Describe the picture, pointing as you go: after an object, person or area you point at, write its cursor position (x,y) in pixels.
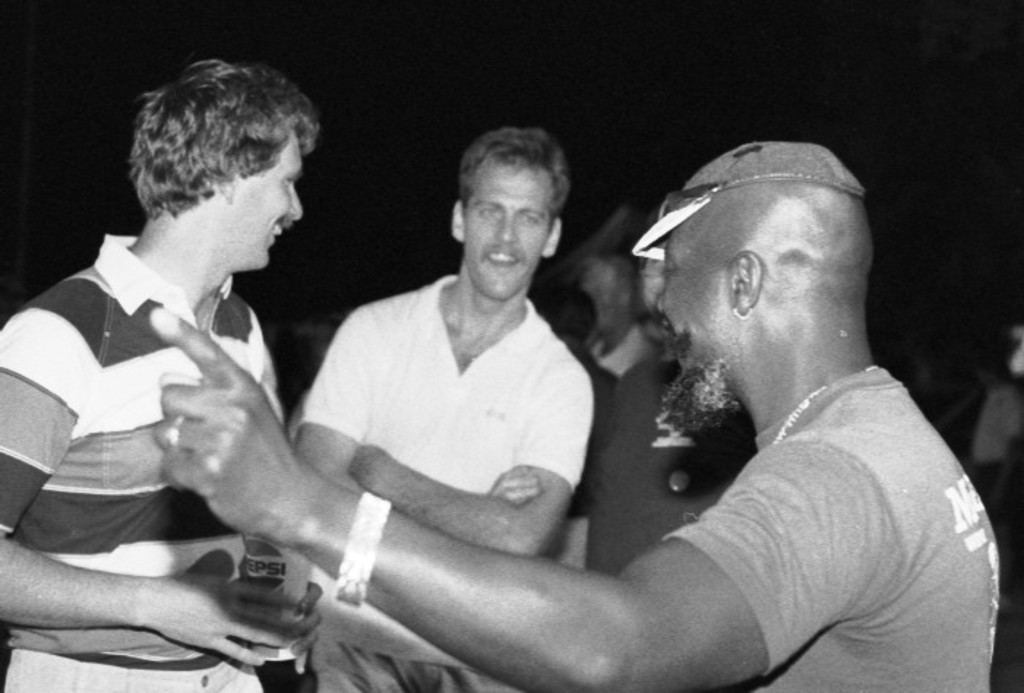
In this image I can see number of people (246,659) are standing. In the front (715,353) I can see one of them is wearing a cap (759,147). On the left side of this image (2,430) I can see one person (214,676) is holding a glass (294,559) and I can see this image is black and white in colour.
